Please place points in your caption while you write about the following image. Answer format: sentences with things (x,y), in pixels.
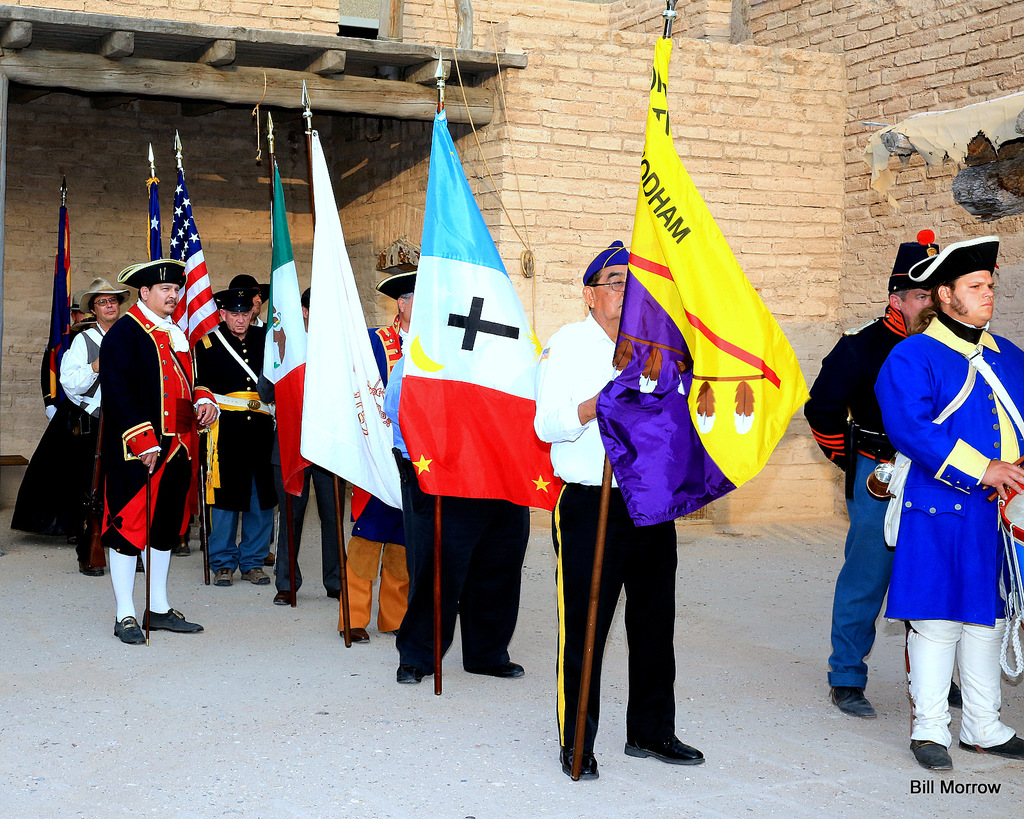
In this image there are people (177,390) standing on the floor (383,671). There are few people (398,378) holding the poles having flags (188,273). Left side (132,508) there is a person (187,452) holding a stick (147,513). Background (829,167) there is a wall (849,167).
